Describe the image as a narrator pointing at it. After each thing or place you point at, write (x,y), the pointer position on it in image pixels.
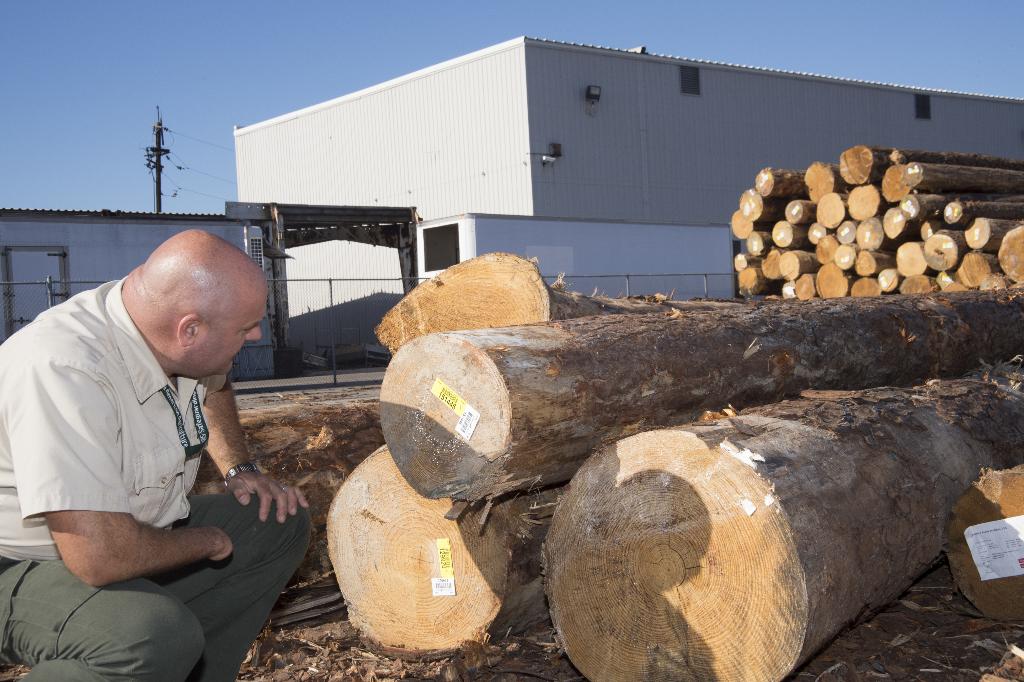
This picture shows large tree barks (628,398) with tags (1009,535) on the barks (713,496) and we see a man (11,549) seeing the tree barks (441,441) and we see a building (466,177) and an electrical pole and we see a blue clear Sky (300,55).
